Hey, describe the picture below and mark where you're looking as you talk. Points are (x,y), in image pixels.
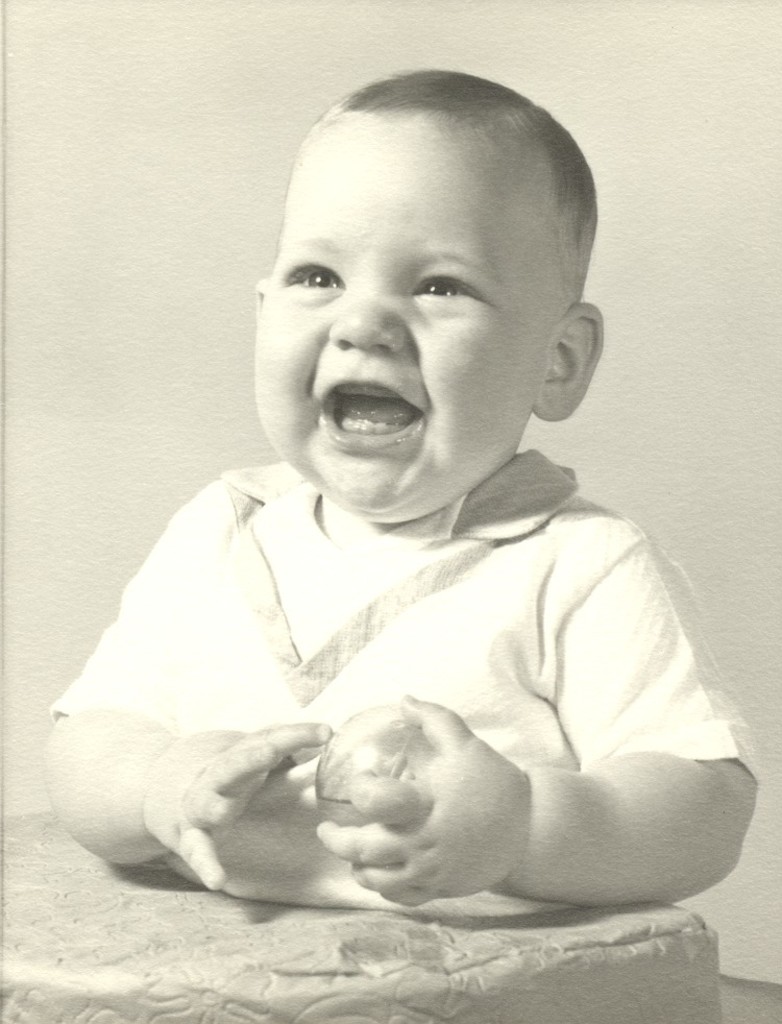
In this image I can see a baby (446,741) and I can see he is holding an object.
